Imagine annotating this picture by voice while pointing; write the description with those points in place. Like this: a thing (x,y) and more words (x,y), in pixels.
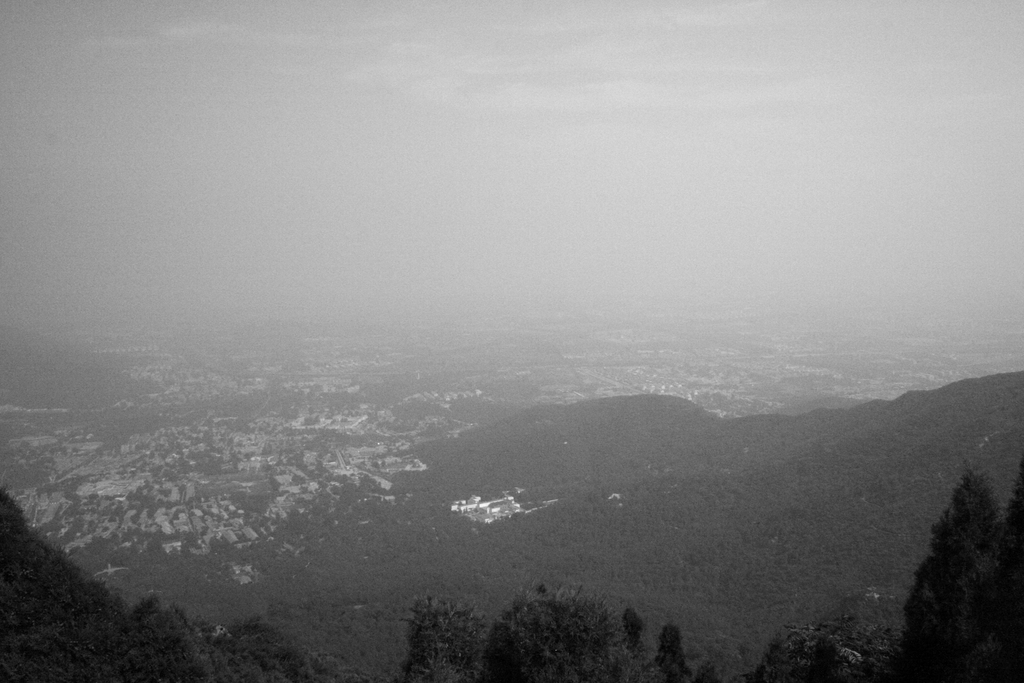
In this image I can see trees (568,494), buildings (297,501) and the sky (390,188). This image is black and white in color.
